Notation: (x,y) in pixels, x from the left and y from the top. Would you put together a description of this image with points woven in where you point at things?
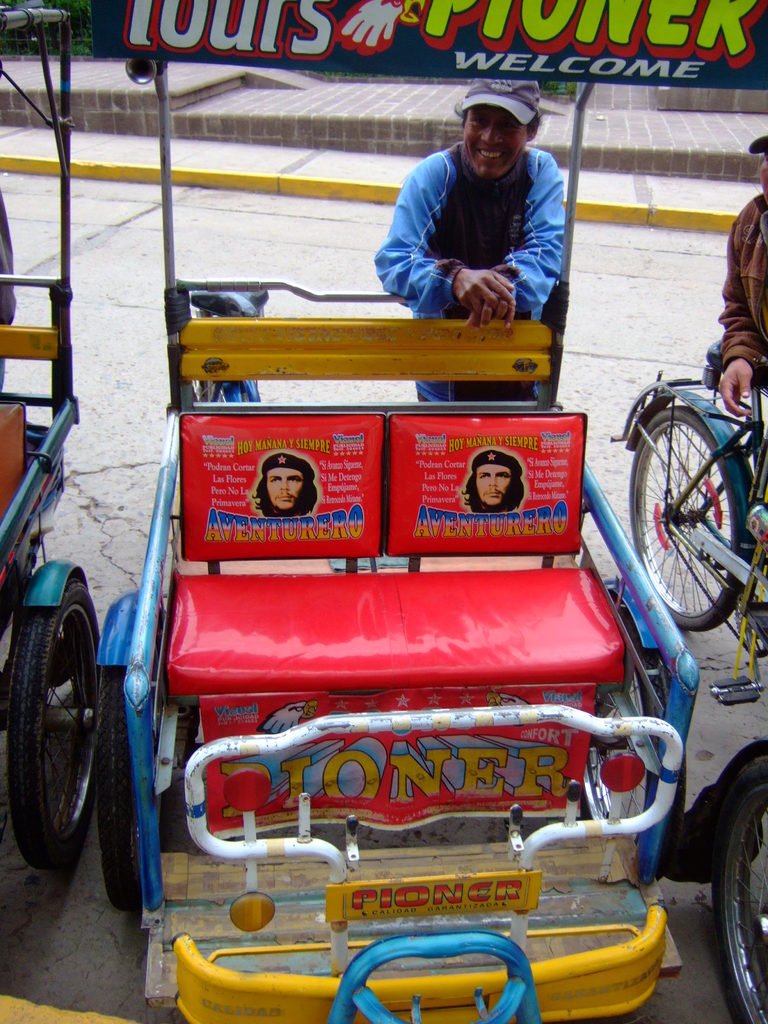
In the center of the picture (503,348) there is a cart (384,808). In the background (487,230) there is a person (461,146) in blue dress (401,209) wearing a cap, he is smiling. In the background (267,101) there is a pavement (346,163). To the right (693,489) there is another bicycle (725,458) and a person (730,402). On the left (50,438) there is another cart (60,785).
